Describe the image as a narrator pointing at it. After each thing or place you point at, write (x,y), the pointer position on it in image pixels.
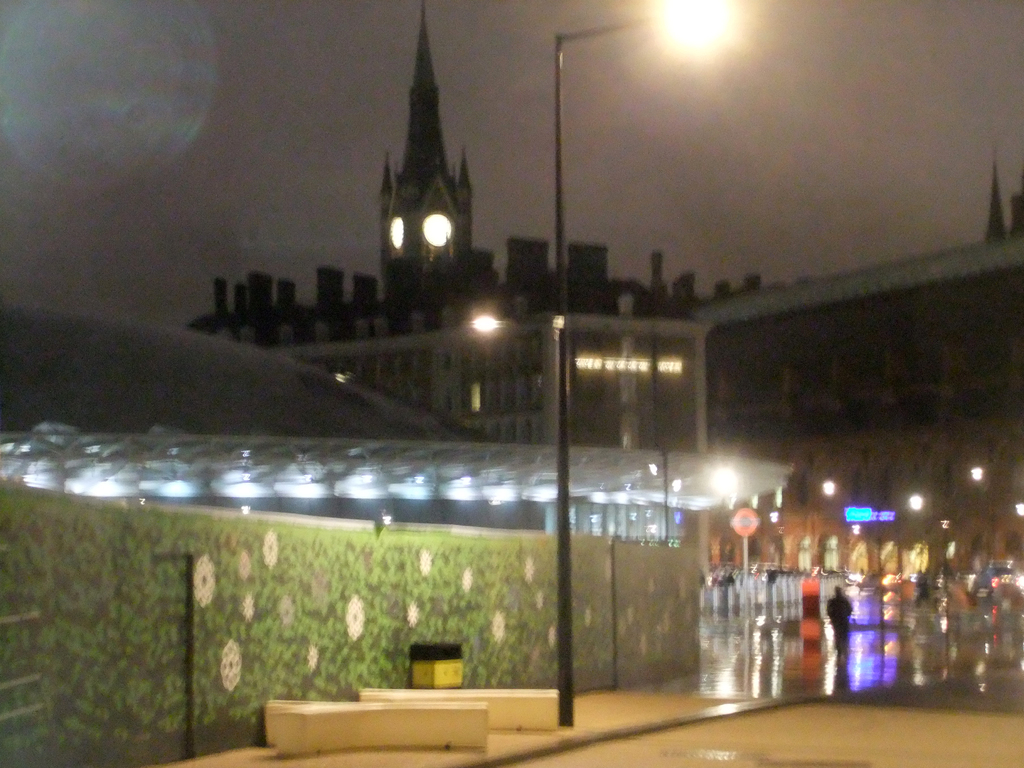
This image is taken during the night time. In this image we can see the buildings (690,360), lights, wall (548,591), sign board (745,525), light pole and also a person (847,637) walking on the road (854,665). On the right (1004,571) we can see the vehicle (987,586) passing on the road (727,651). At the top (446,126) we can see the sky (728,87).
